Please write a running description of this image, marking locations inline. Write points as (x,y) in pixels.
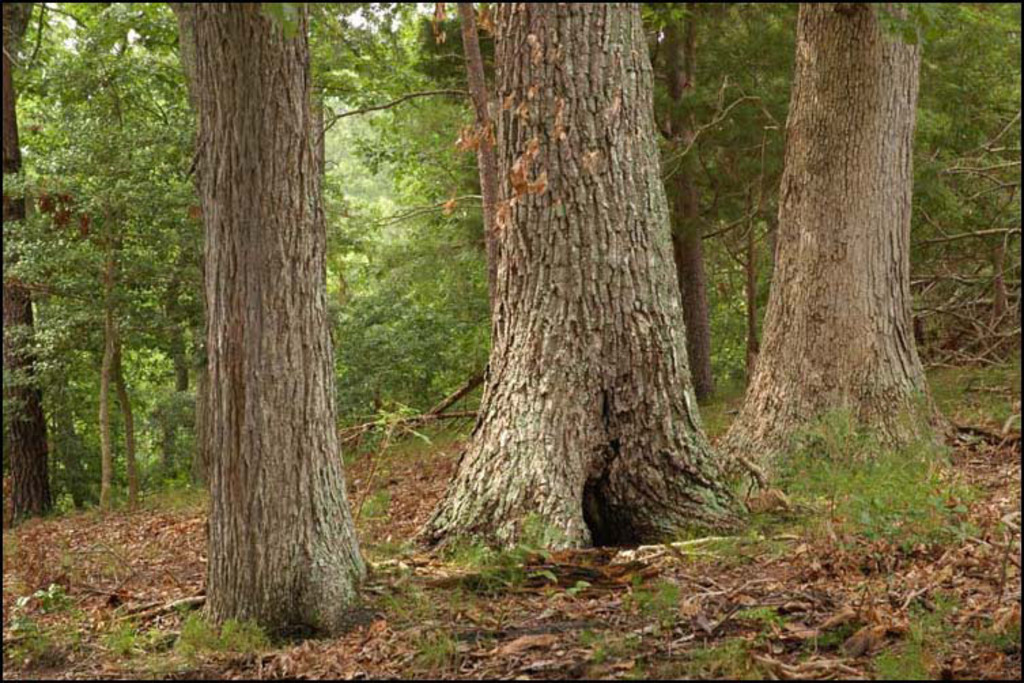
This picture might be taken from the forest (960,422). In this image, in the middle (650,243), we can see a wooden trunk (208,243). In the background (94,191), we can see some trees (913,209) and plants (932,207). On the right side (1021,316), we can see some wood sticks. At the top (359,15), we can see a sky (355,22), at the bottom (847,580), we can see a grass (913,494) and leaves (691,668).
